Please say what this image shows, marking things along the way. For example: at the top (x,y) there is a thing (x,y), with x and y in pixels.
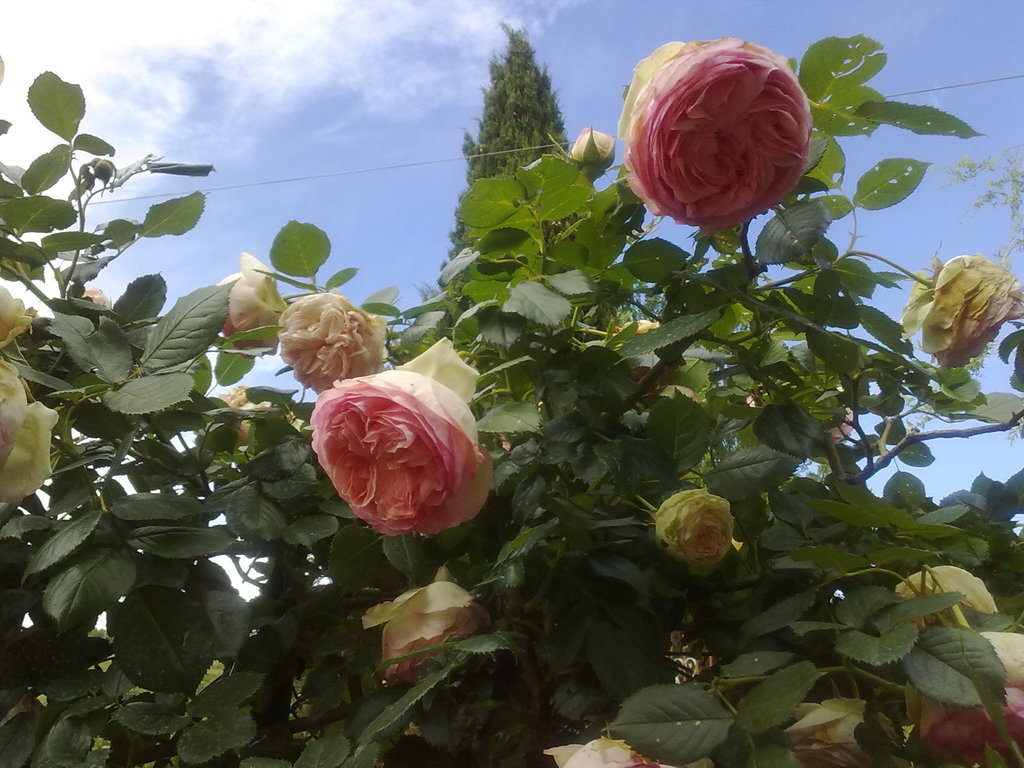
In the center of the image (345,355) there is a flower (371,401) of a plant (362,665). In the background (401,226) there is sky (387,173), tree (478,166) and clouds (308,90).
